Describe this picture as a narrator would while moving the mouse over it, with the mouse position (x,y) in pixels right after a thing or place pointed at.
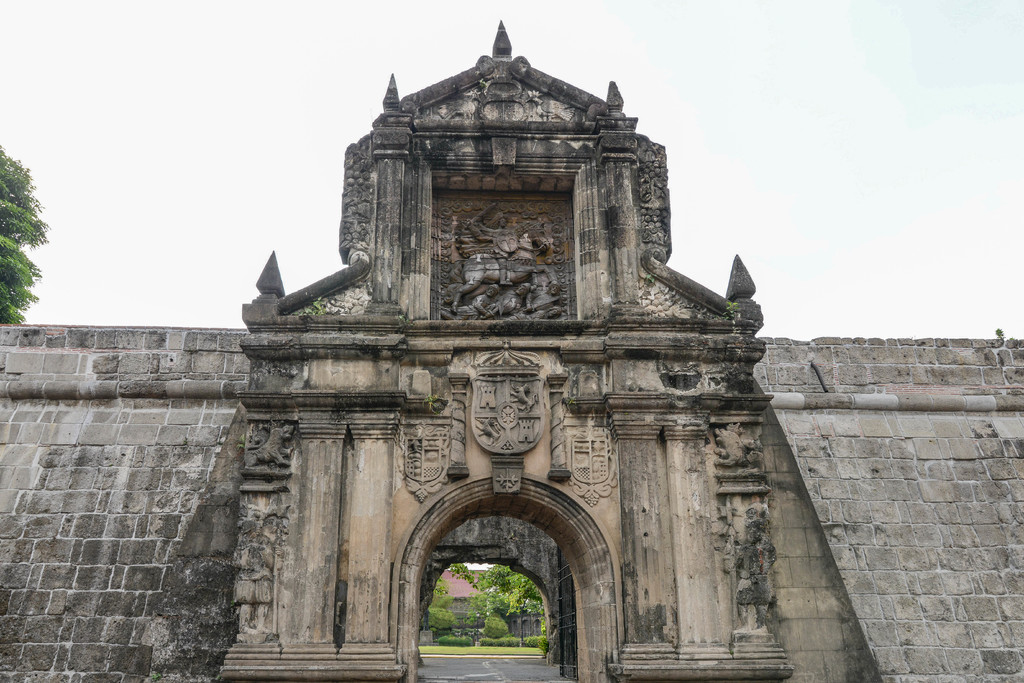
In this image we can see the fort Santiago (378,595). On the backside (258,195) we can see a group of trees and the sky (189,271) which looks cloudy.
